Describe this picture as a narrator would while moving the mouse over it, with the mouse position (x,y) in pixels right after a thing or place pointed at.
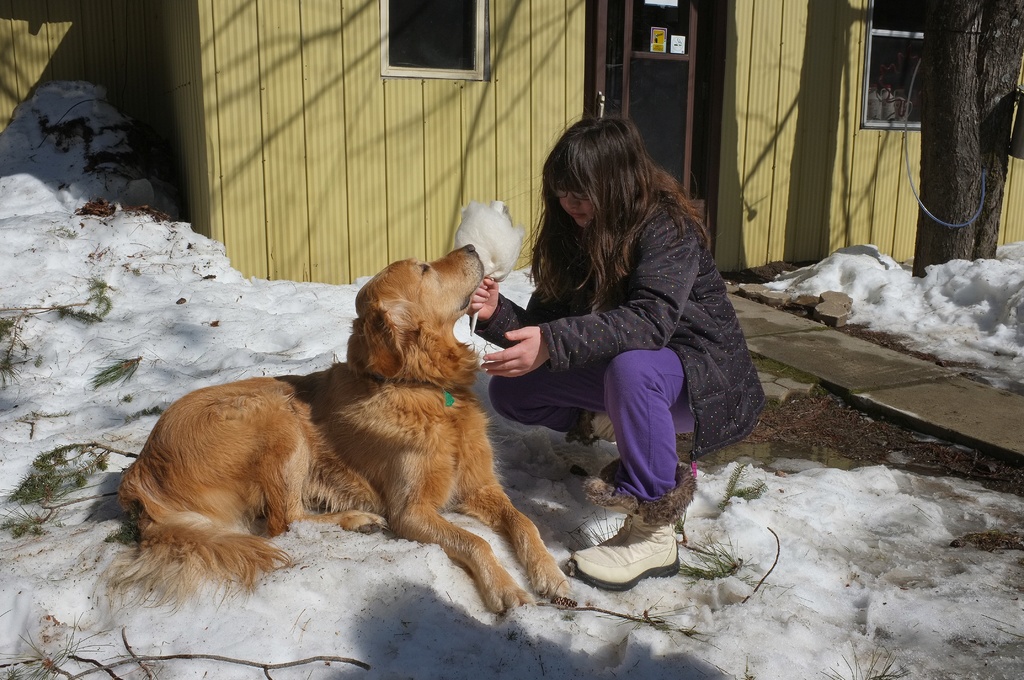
This is a girl (580,340) sitting in squat position and playing with a dog (313,400). I think this is a snow (112,288). This looks like a small shelter (561,88) with window (446,47). This is a door (619,60) with a door handle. I can see tree trunk (964,163). This is the pathway (858,378) to enter into the house (724,223).
